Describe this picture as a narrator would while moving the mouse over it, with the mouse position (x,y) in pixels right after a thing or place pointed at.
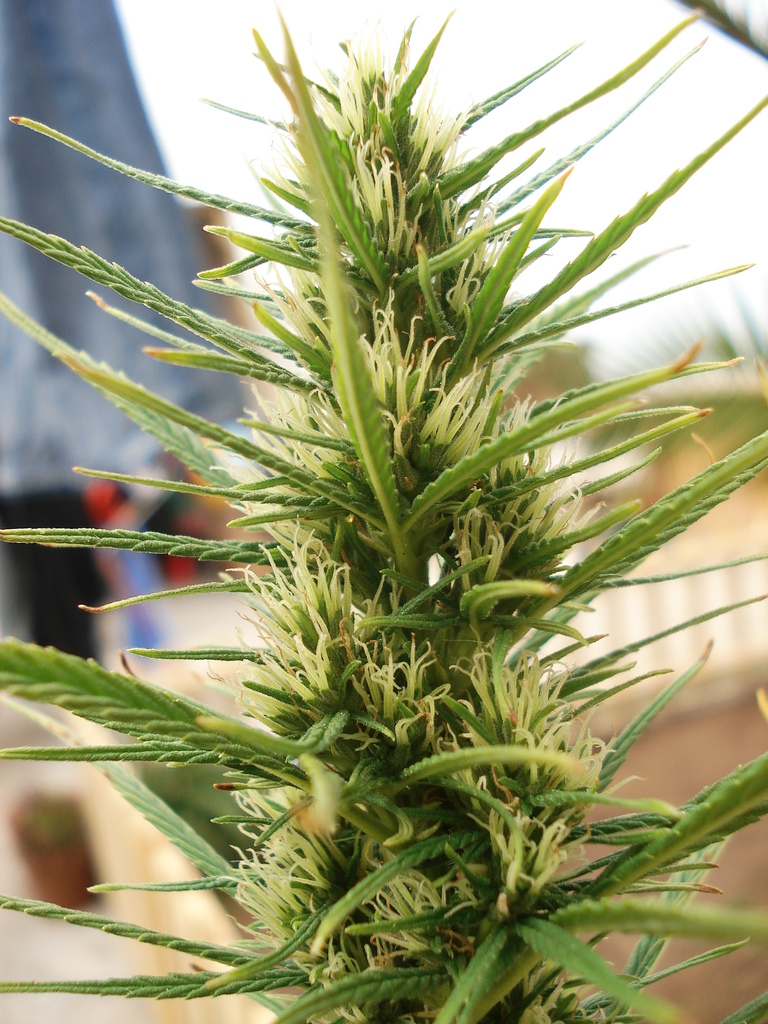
In this image there is a plant (306,505), behind the plant (337,417) the image is blurred.
